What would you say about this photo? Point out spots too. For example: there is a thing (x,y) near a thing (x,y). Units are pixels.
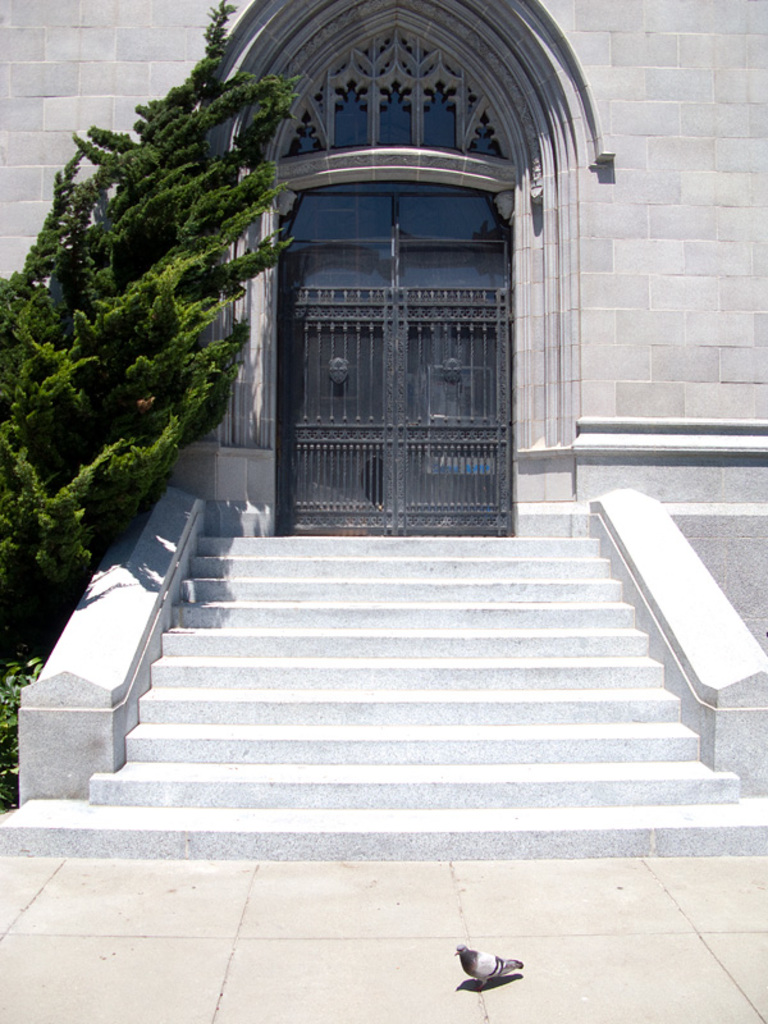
In this image, we can see a building (449,268), stairs (408,652) and there is a tree (48,456) and there are plants (29,677). At the bottom (477,958), there is a bird (517,965) on the ground (496,943).
